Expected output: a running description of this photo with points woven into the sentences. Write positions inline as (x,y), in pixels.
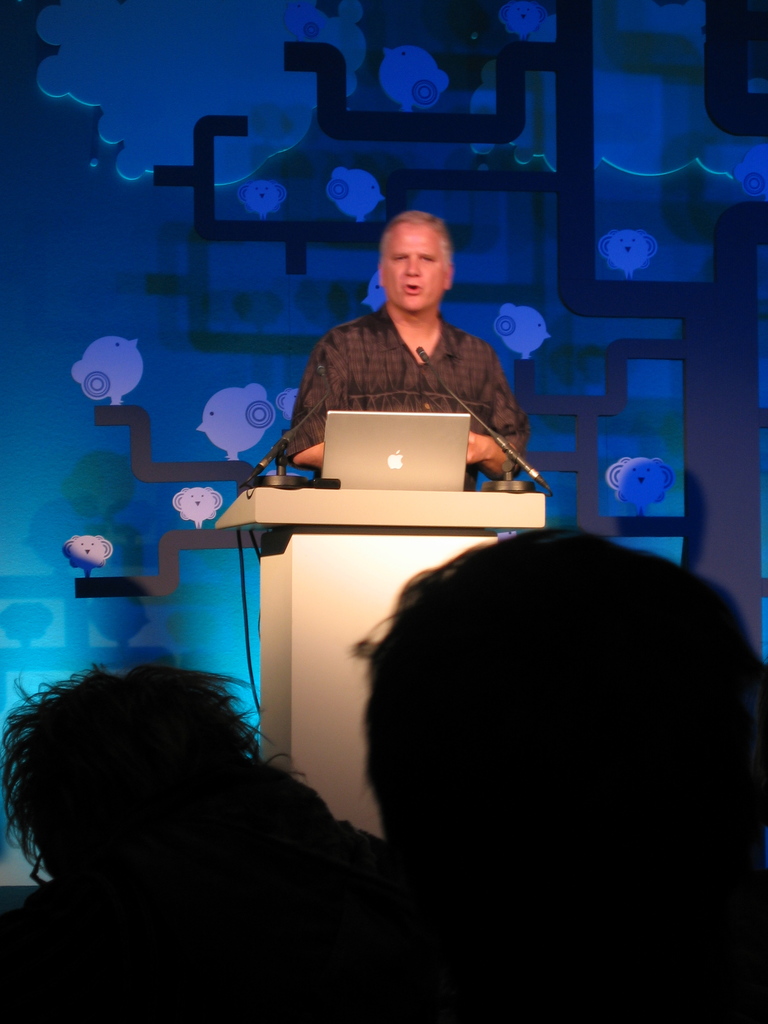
In the foreground of this picture (442,442), there is a man (418,378) standing near a podium (328,513) with laptop (439,433) and mic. On the bottom (221,891), there are heads (661,846) of persons (661,846). In the background (373,232), there is a blue colored decorated wall (186,220).
